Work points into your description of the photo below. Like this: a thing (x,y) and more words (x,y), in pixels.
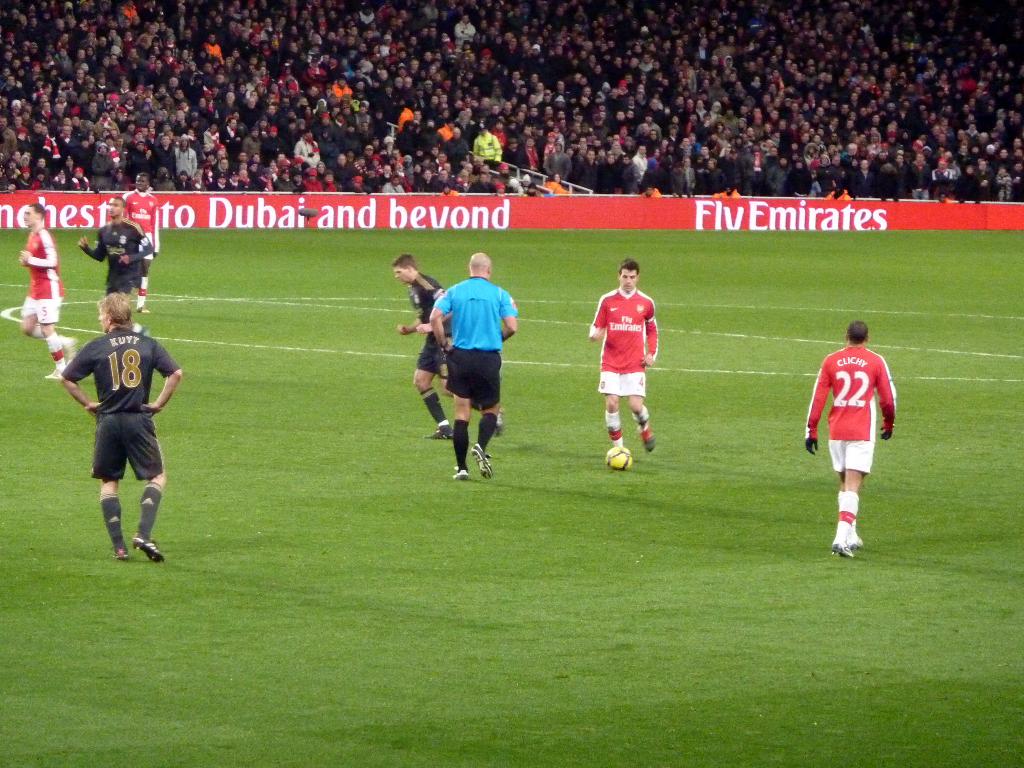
In this picture I can see there are few people (133,440) in the playground (575,425) and they are playing some game and there is a ball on the floor (642,255) and the person (847,448) on to right (853,484) is wearing a red jersey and a white trouser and walking, there is another person (633,381) here at the left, he is wearing a red jersey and a white trouser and there is a person (451,343) next to him, he is wearing a blue jersey (467,325) and a black trouser (460,383). On to left (125,355) there are four people (139,287) standing among them two persons (53,319) are wearing red and white jersey's (137,207) and the other two persons (116,284) are wearing black jersey (108,378) and there are huge number of audience (406,66) sitting in the backdrop (967,171).
